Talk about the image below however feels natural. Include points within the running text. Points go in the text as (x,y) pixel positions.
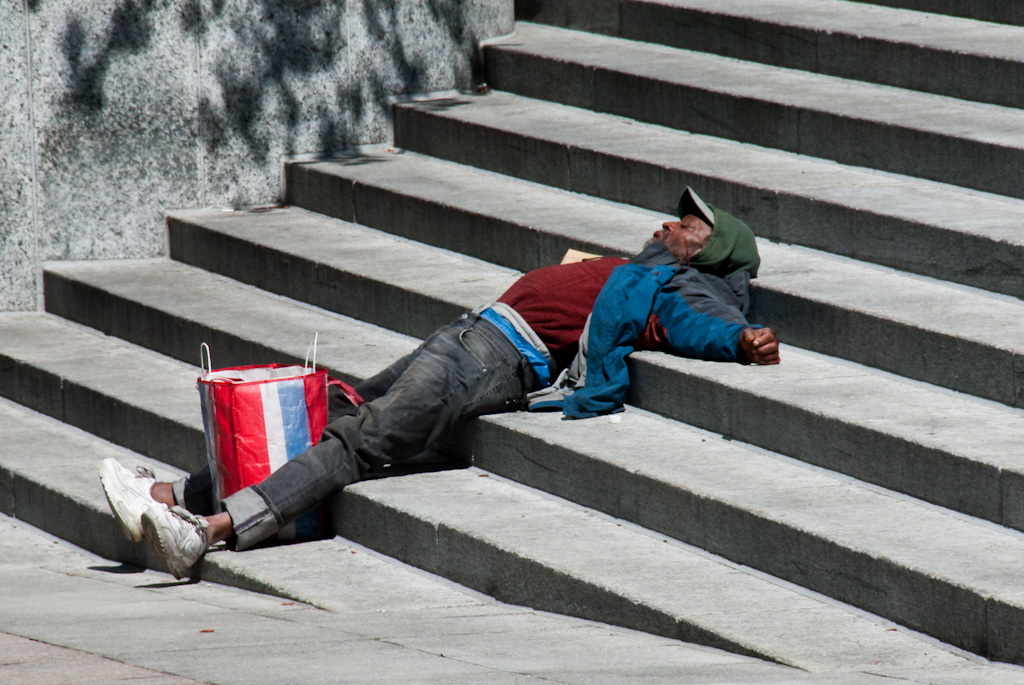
In this image there is a man (324,492) lying on steps (489,242), in the middle of his legs (366,412) there is a bag (231,431), in the background (27,19) there is a wall (242,138).
